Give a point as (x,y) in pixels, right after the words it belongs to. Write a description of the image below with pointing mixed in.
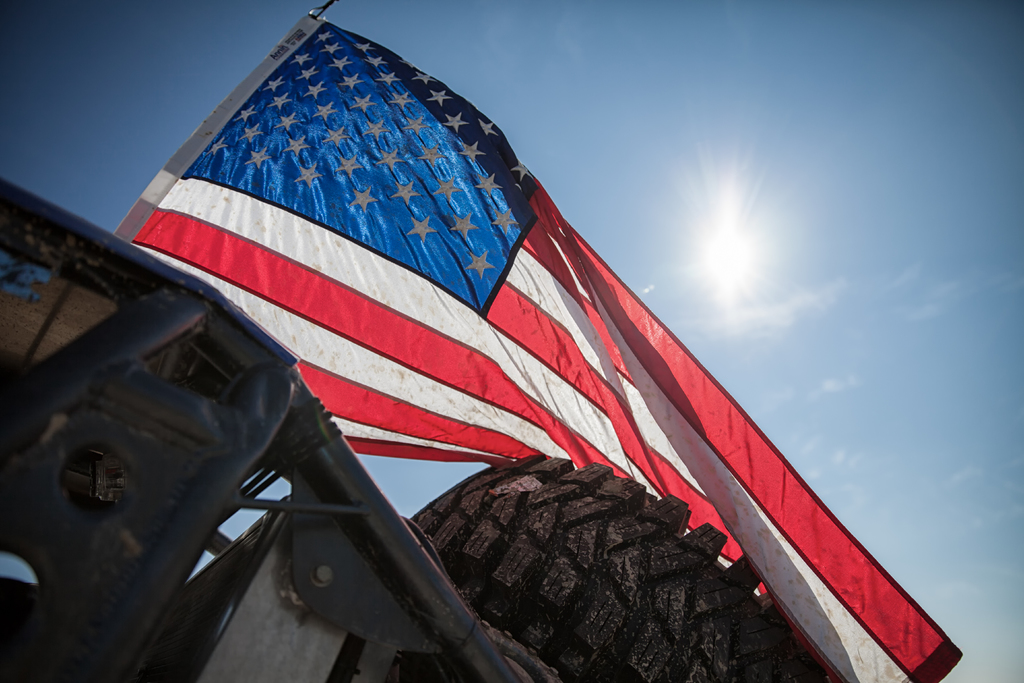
In this image there is a vehicle (418,567) and we can see a flag (445,336). In the background (674,156) there is sky (489,44).
